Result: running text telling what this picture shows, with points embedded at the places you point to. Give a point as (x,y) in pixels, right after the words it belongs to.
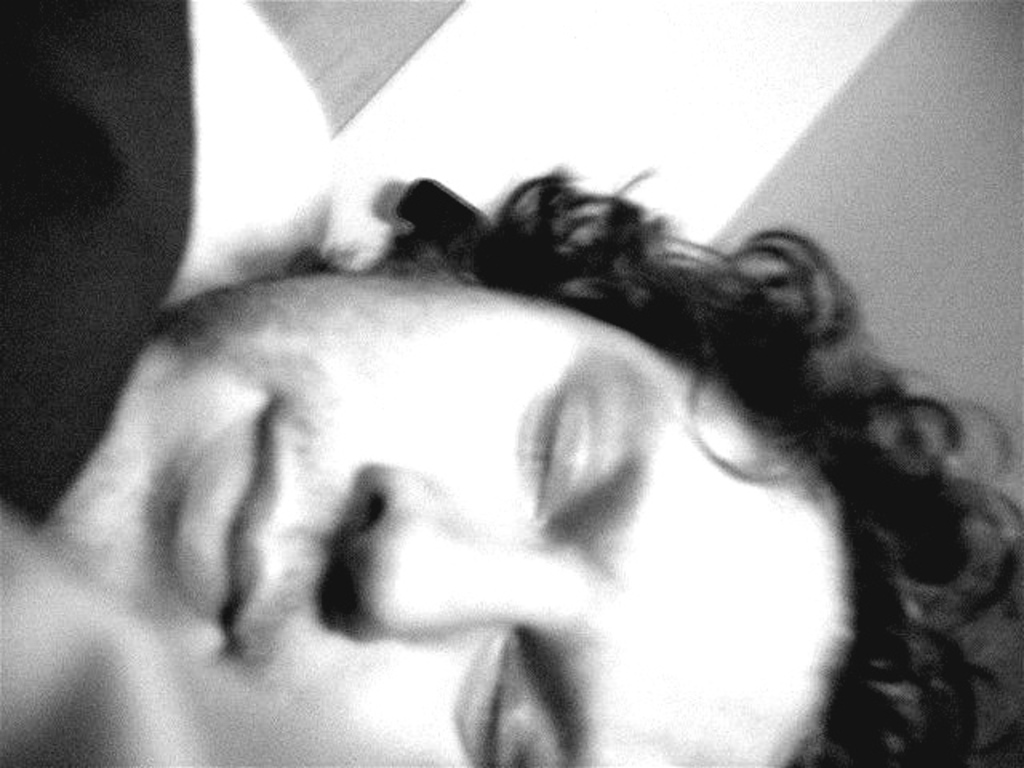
Here we can see a person face (426,403).
